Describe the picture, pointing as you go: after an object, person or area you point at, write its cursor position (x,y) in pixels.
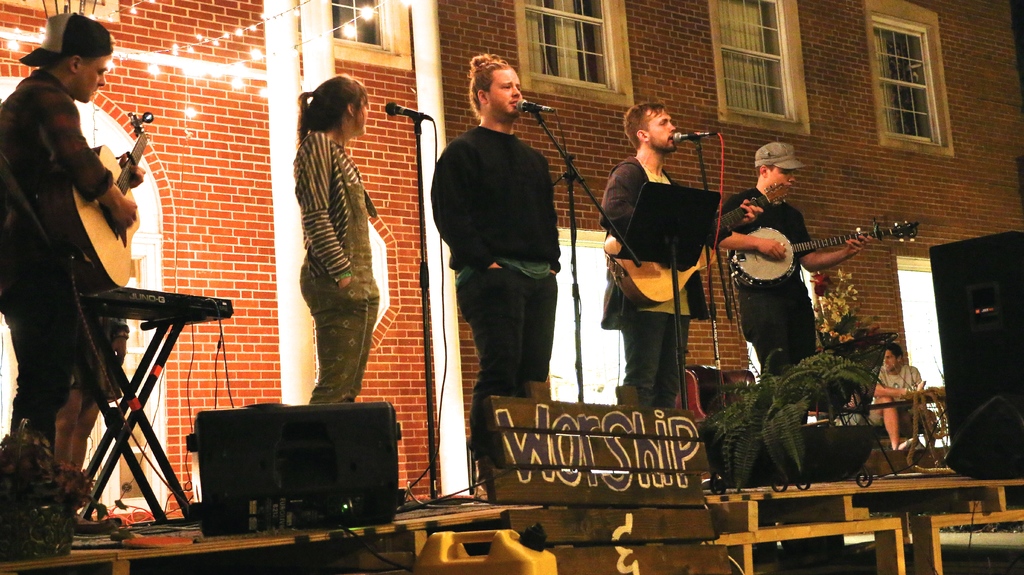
This persons (15,201) are standing on a stage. This 3 persons (759,211) are playing a guitar (773,266). This man (483,220) is singing in-front of a mic (527,103). This is a building (764,74) with window (588,54). This wall (231,132) is in red color. Far a person (880,385) is sitting on a chair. On this stage (812,496) there is a plant (789,430) and sound box (973,355).
